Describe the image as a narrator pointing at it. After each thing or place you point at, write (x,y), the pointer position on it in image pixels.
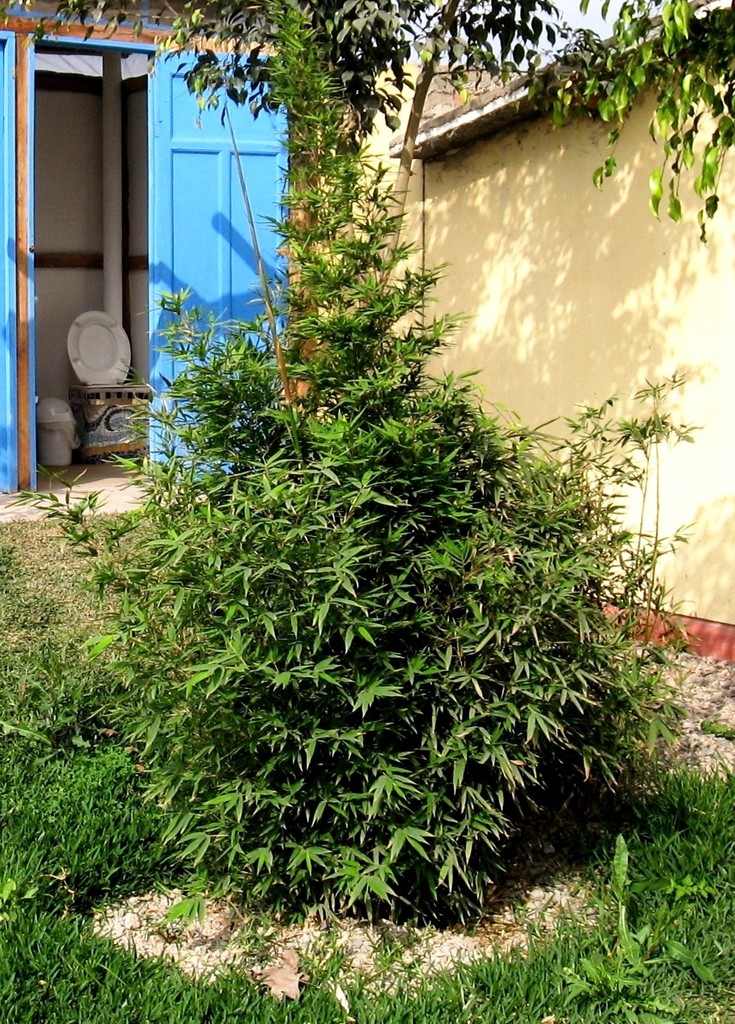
In this image we can see ground (348,938), plants (401,347), tree (623,72), walls (649,206), pipeline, toilet seat (98,336), bin (62,423), door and sky (581,17).
